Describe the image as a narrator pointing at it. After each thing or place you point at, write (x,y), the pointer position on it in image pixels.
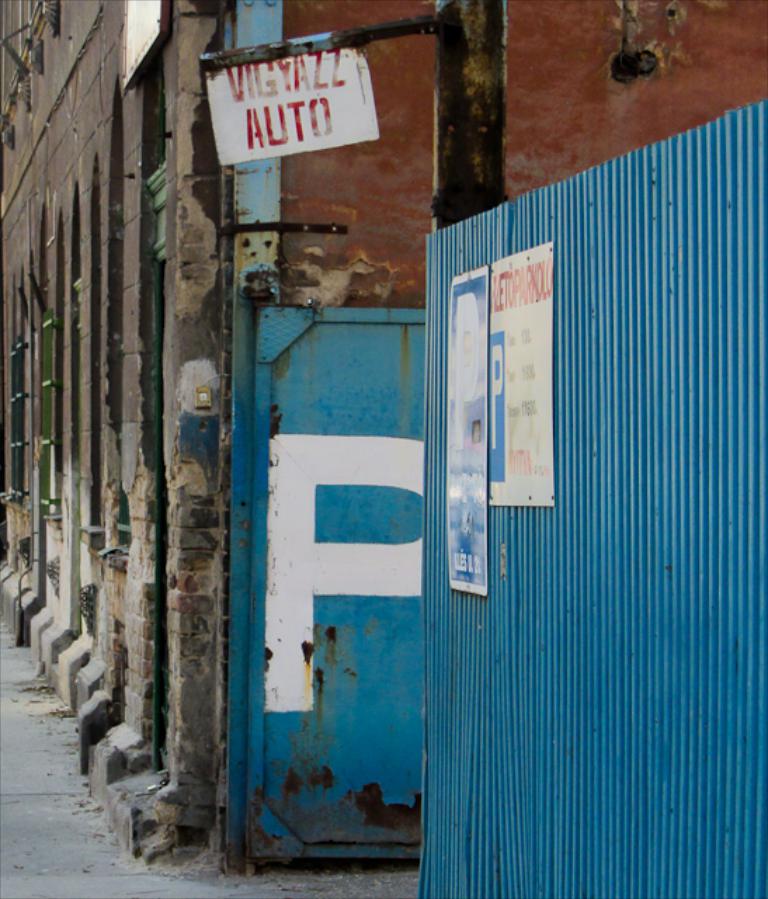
In this picture we can see a building (136,556), on the right side (605,460) we can see a blue color sheet (580,490) and three boards (505,383), there is some text (496,379) on these boards (478,328).
